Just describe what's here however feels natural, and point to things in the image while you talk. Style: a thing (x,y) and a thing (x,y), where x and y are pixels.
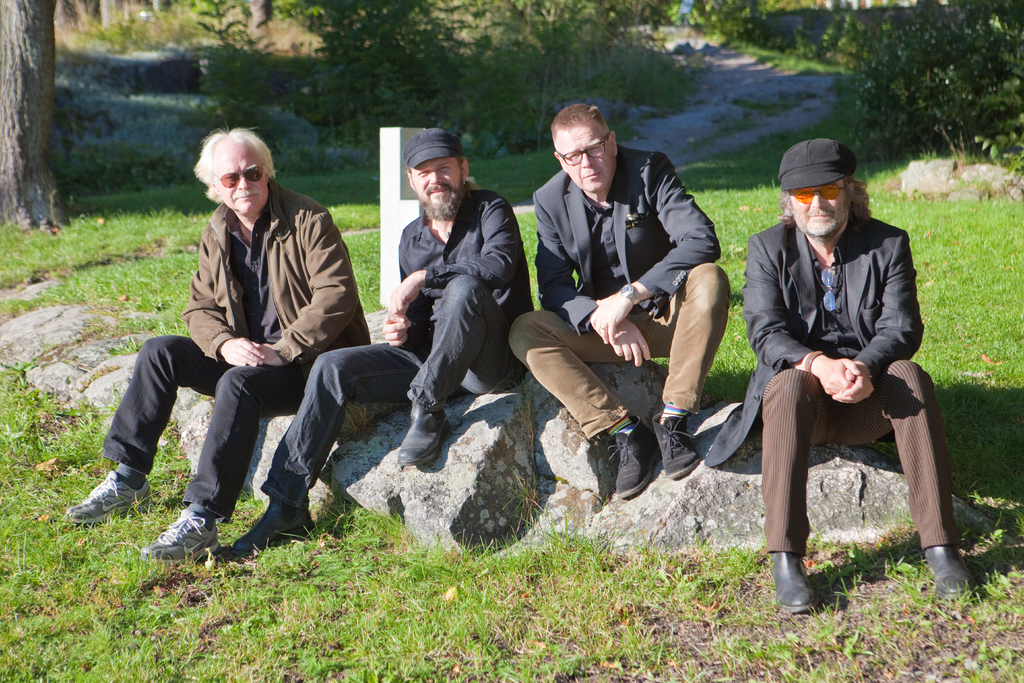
In this image we can see a group of men (619,434) sitting on the rock (549,481). We can also see a pole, some grass (524,558), the bark (9,215) of a tree (9,202), the pathway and a group of plants (870,107).
